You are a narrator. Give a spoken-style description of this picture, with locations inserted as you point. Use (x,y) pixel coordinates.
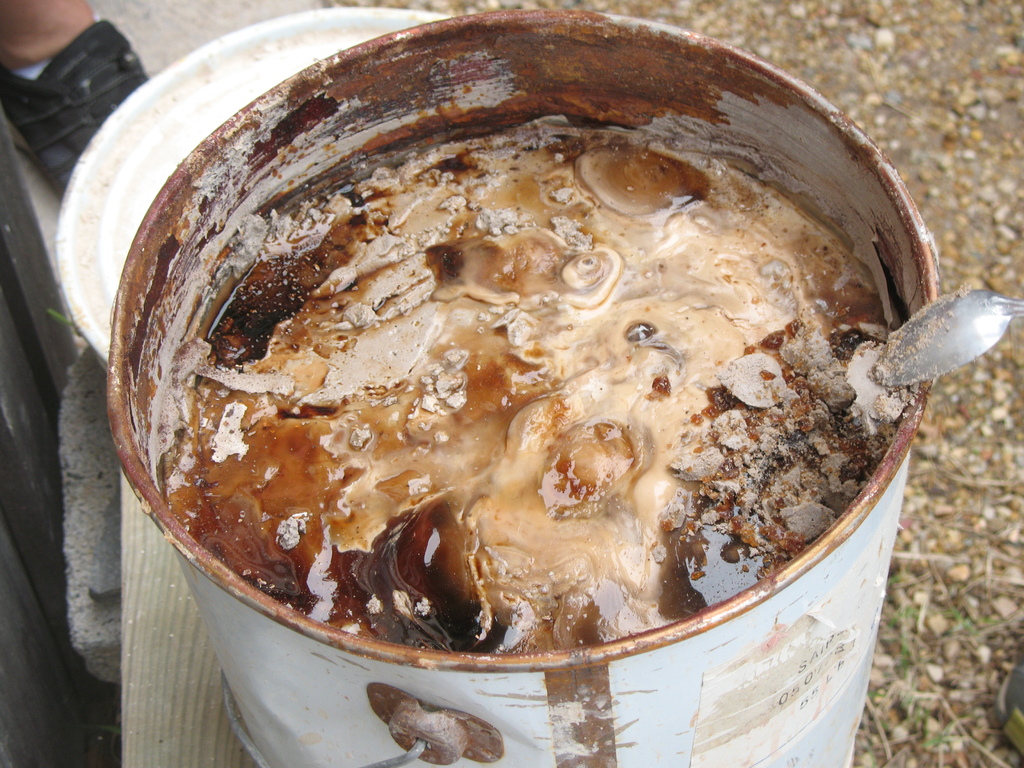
In the foreground (271,243) I can see a bowl (788,130), vessel (210,257) in which I can see a cream like paint (515,432). In the background (20,148) I can see a person's leg (38,142) and a spoon (961,300). This image is taken may be during a day.
